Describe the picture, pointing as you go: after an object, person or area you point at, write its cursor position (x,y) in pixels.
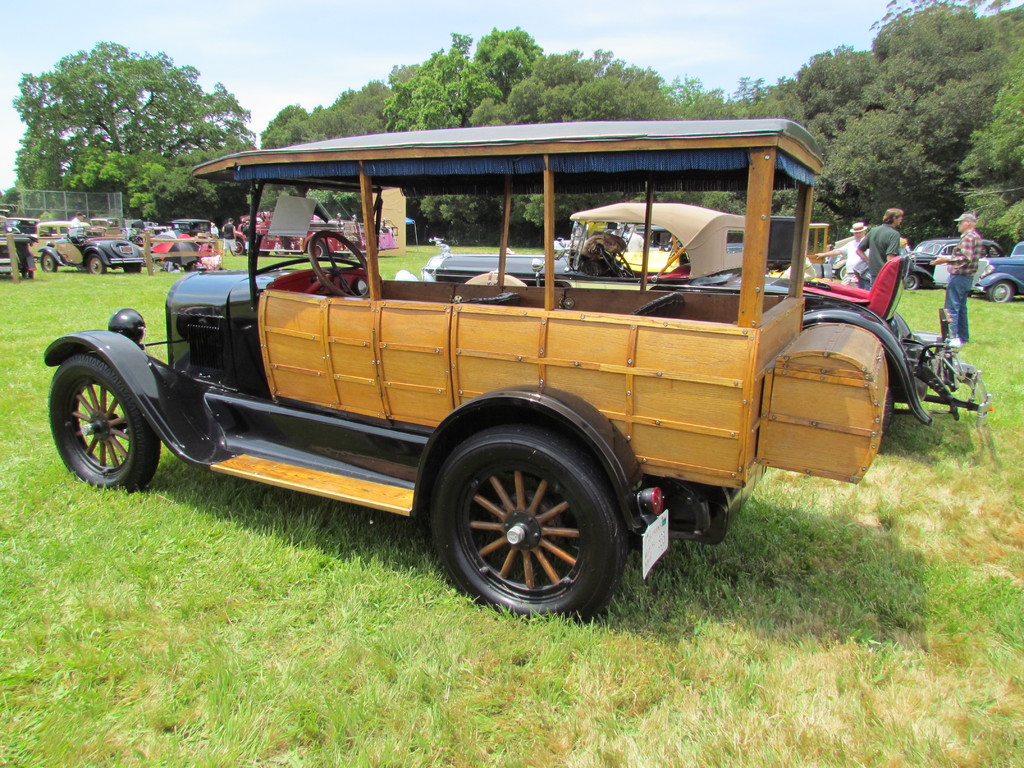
In this image I can see a ground (779,636), on the ground (28,545) I can see vehicles (698,233) and persons (853,244) and fence (117,202) and trees (141,112) and at the top (377,47) I can see the sky (279,45), grass (218,581) visible on floor (657,608).
